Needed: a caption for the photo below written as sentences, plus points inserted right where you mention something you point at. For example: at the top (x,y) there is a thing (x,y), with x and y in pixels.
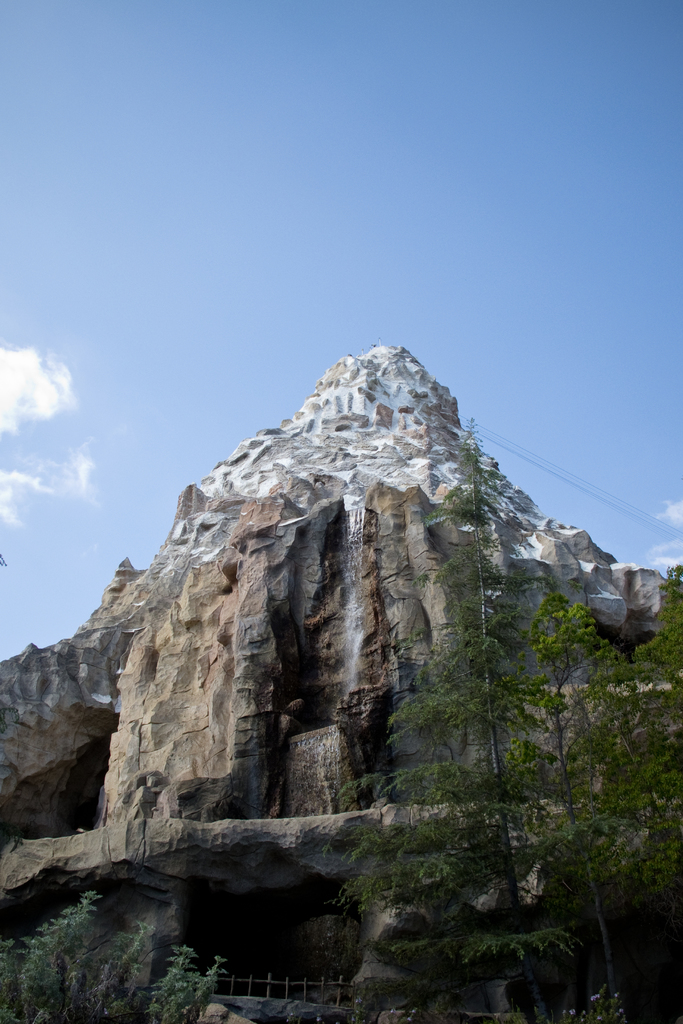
In this picture I can see a mountain (288,613) and I see few trees (459,746). In the background (13,561) I can see the clear sky (423,296).
